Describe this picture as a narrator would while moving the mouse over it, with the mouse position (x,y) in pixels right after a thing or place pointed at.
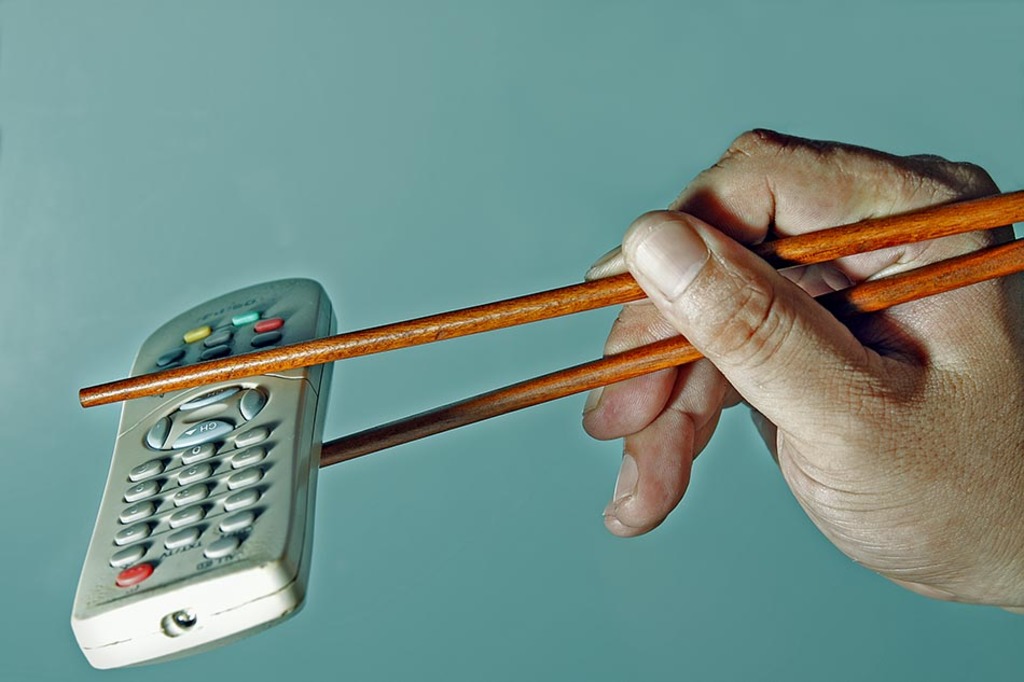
In this image, we can see a human hand (900,443). In her hand (796,314), we can see chopsticks (541,317) that is holding a remote controller (213,574). The background (511,443), we can see blue color wall (459,231).
